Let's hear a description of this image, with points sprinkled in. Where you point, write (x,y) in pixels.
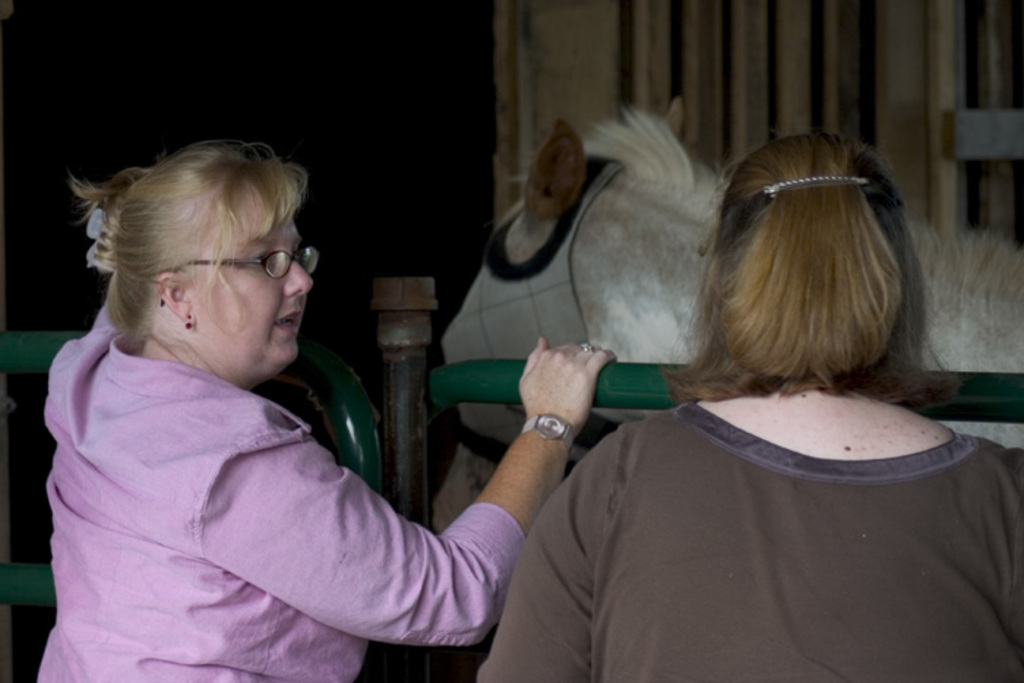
In this picture there are two people (210,388) standing at the railing (604,398). Behind the railing (595,399) there is a horse (677,246) and there is a wall (725,146).
